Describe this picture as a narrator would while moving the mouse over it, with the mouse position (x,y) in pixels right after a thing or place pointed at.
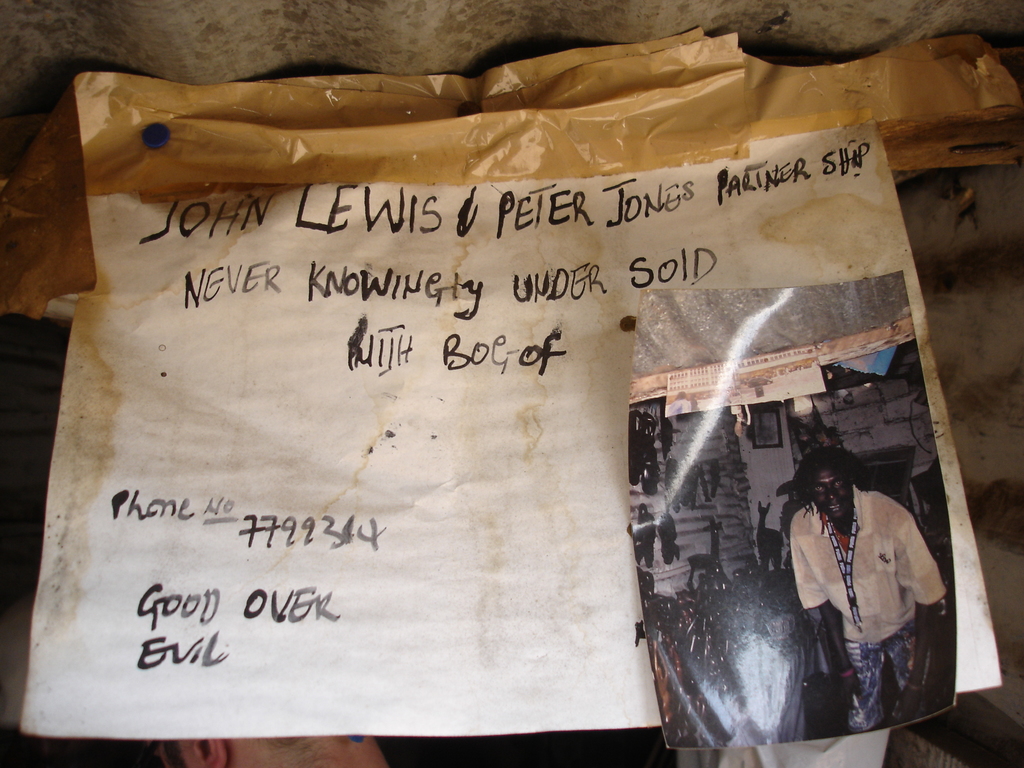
In the center of the picture (436,501) there is a chart (472,455) and there is a photograph (736,486). At the top (274,130) there are nails (163,142) and sticker (388,110).
